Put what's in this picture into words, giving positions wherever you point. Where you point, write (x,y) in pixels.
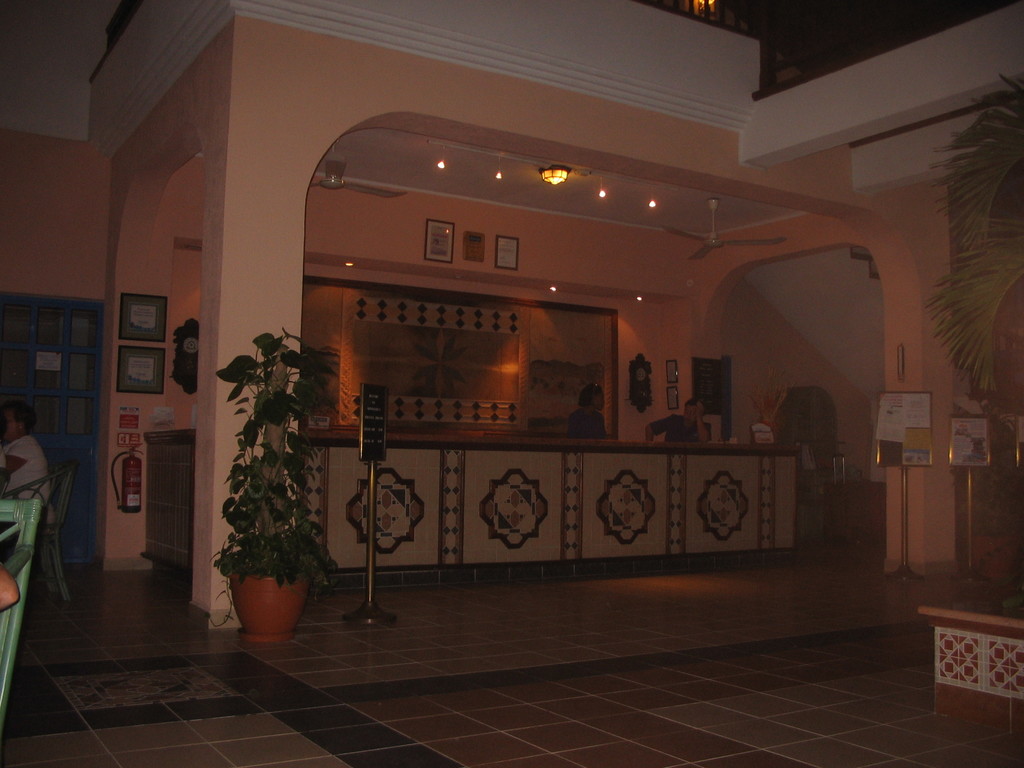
In this image in the center (502,466) there is one table (576,512) and two people (582,411) are standing, and on the left side of the image (58,518) there are some chairs (64,524) and one person (20,440), flower pot (294,590), plants (282,518), pole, board (380,415). And on the right side (986,212) also there is a plant (979,386), board (919,446), boards (896,429) and in the center (600,356) there are some photo frames (669,400) on the wall (689,385) and clocks (643,392). And on the left side (43,333) there is a door (87,322), and at the top of the image (749,241) there are fans (361,187) and some lights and some other objects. And in the background (403,60) there is wall (504,62), at the bottom (412,677) there is floor (804,641).
